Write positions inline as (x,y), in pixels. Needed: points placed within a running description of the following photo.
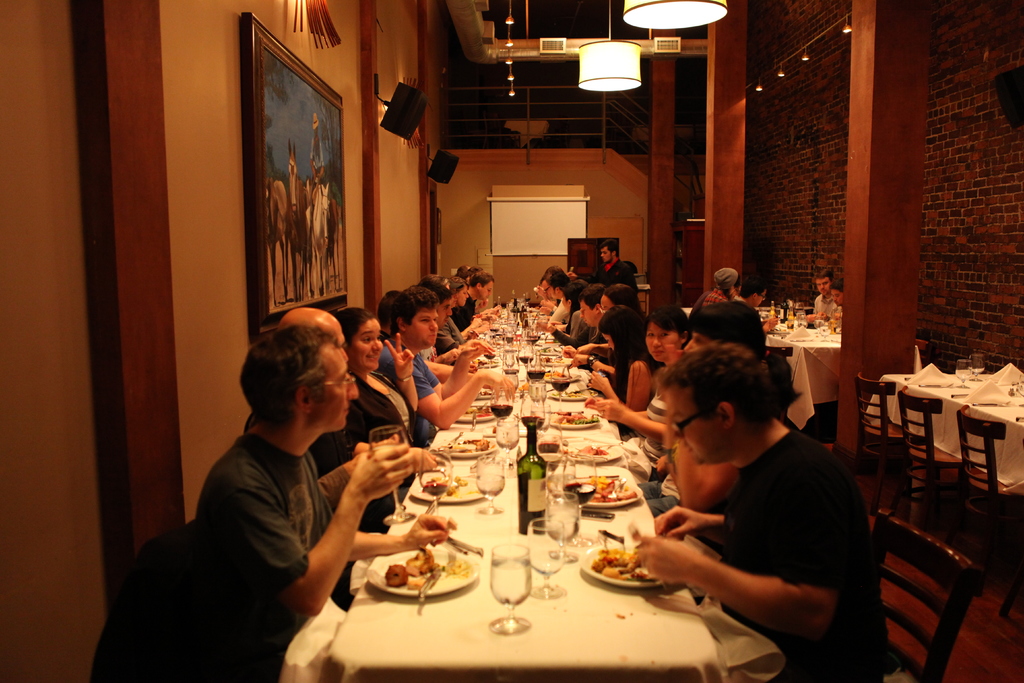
There are group of people (457,352) sitting on the chair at the dining table (528,603). On the table (487,539) there are food items (608,563), glasses (484,487), plates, wine bottles (531,497) and water bottles (518,303). In the background (299,232) there are frames (310,158), lights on the wall (324,78) and there is a screen (519,215) over here. On the right (838,378) there are few people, tables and chairs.
